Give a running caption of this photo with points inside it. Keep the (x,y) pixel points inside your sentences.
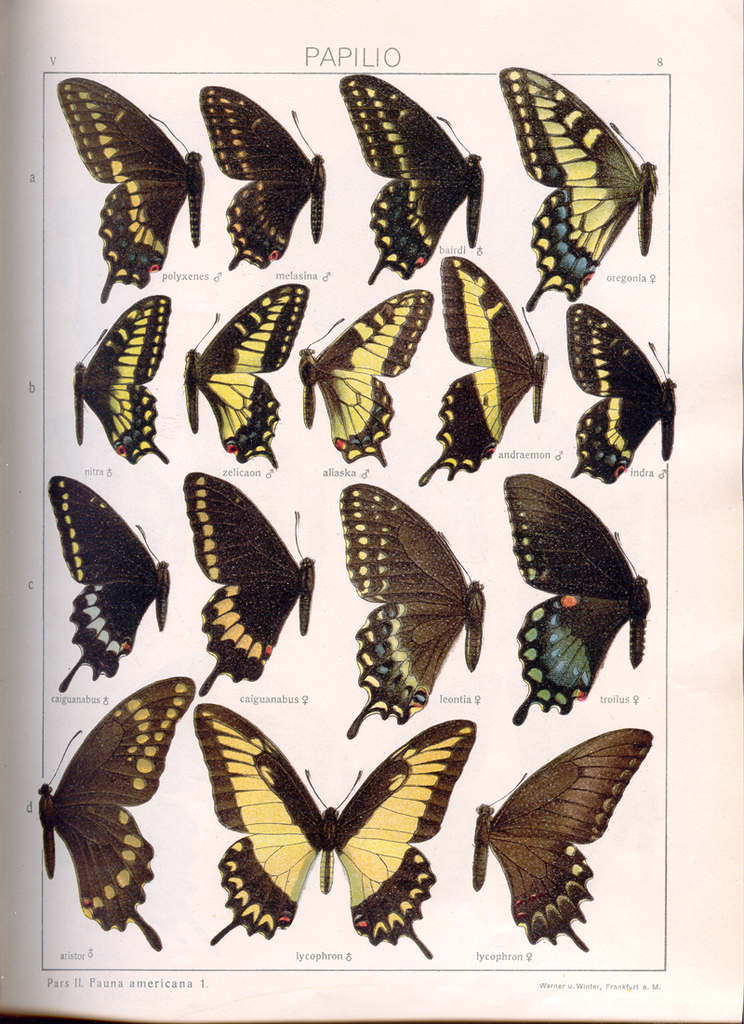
In this image we can see a poster (472,617). We can see many butterflies (434,679) and some text (460,701) on the poster (492,704).
